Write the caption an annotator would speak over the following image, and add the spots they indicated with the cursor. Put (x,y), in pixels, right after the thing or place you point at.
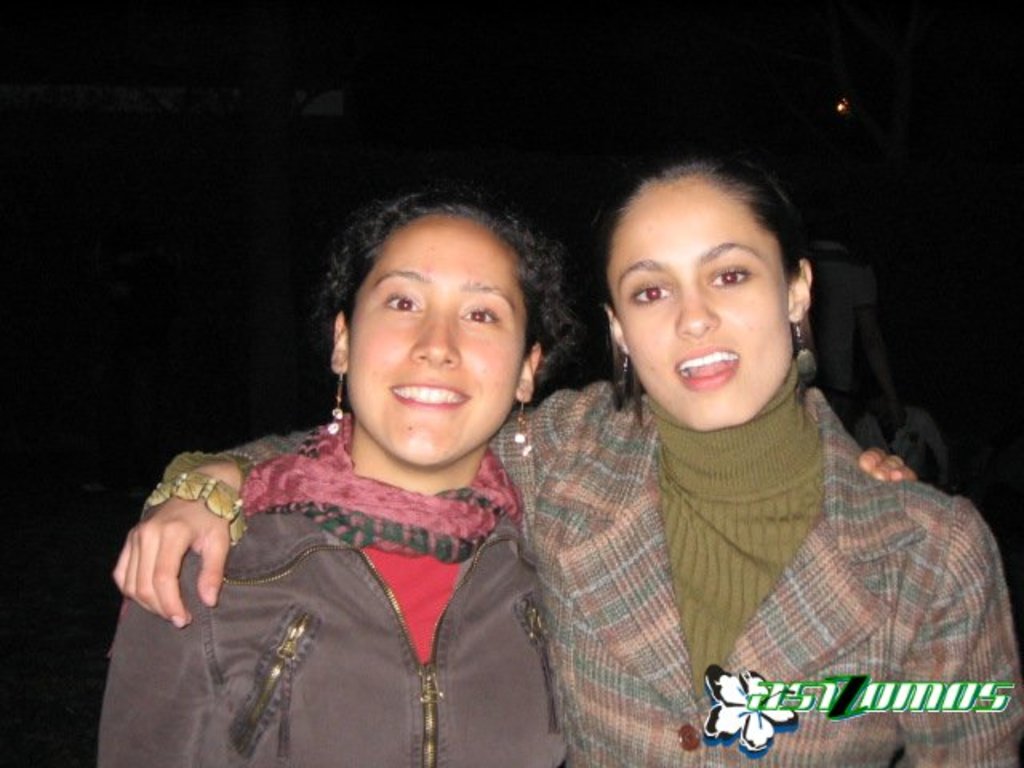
In the center of the image (489,265) we can see two ladies (603,399) standing and smiling. In the background (880,399) there are people (836,301).
